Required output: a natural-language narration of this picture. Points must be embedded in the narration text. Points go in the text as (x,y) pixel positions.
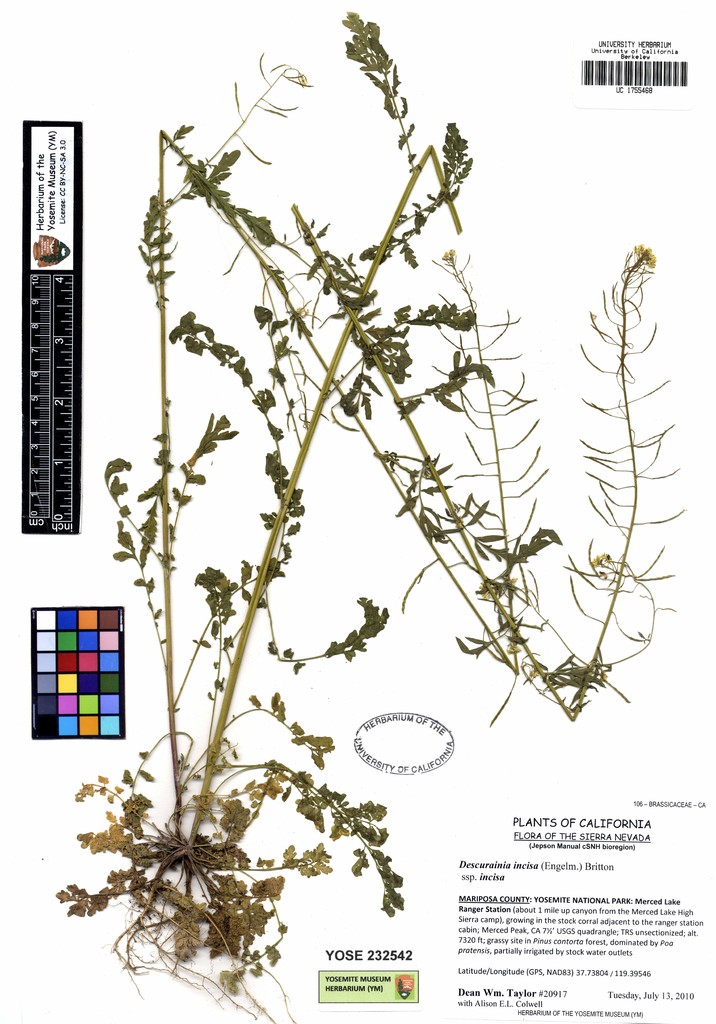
In this image there is poster (406,681) having images (246,624) and some text (566,910). There are few plants (536,460) having leaves (278,788). Left side (59,292) there is a scale (59,486) having measurement (67,367) on it. Bottom of it there are few colors in the boxes (87,682). Right bottom there is some text (596,944).
